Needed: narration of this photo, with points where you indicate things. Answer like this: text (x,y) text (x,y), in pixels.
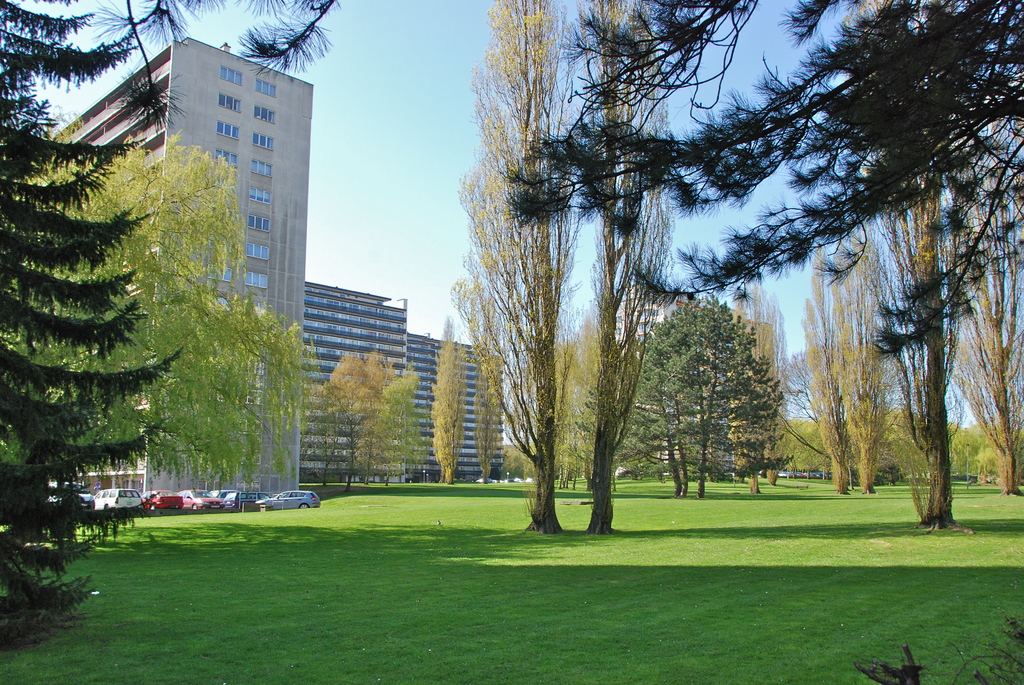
In this picture we can observe grass (437,566) on the ground (472,609). There are trees (457,389) and buildings (248,76). We can observe some cars (122,493) parked here. In the background (346,174) there is a sky (379,126).
